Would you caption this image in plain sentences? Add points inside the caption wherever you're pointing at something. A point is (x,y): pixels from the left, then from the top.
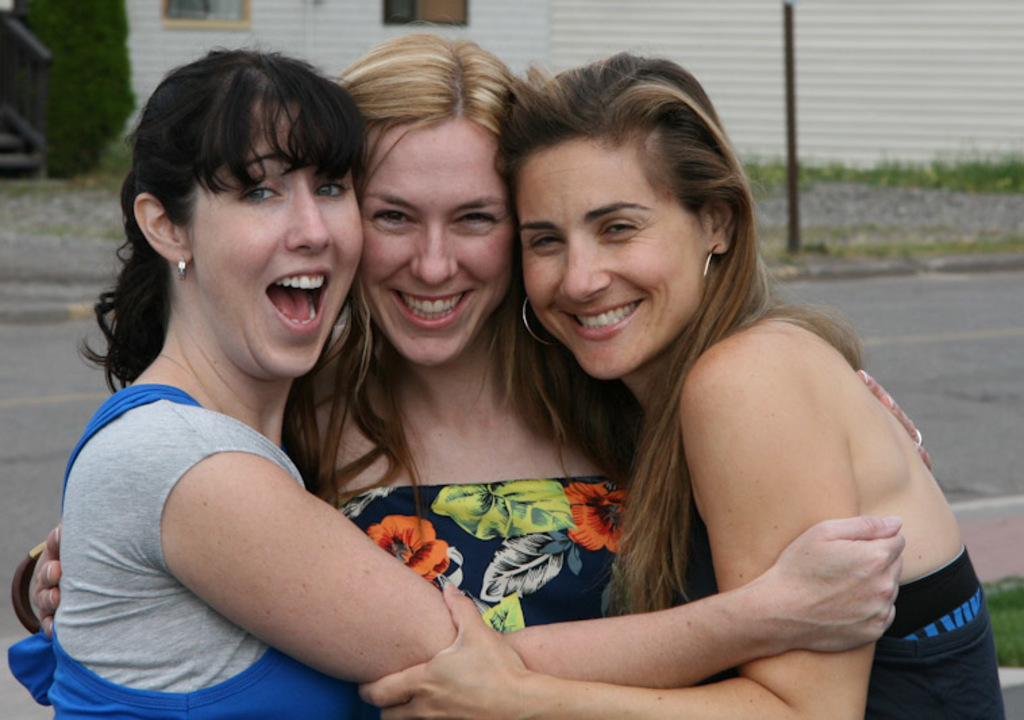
In the image there are three women (418,386) standing in the front (566,433) and smiling and behind them there is house (886,63) in front of the road (898,312).
